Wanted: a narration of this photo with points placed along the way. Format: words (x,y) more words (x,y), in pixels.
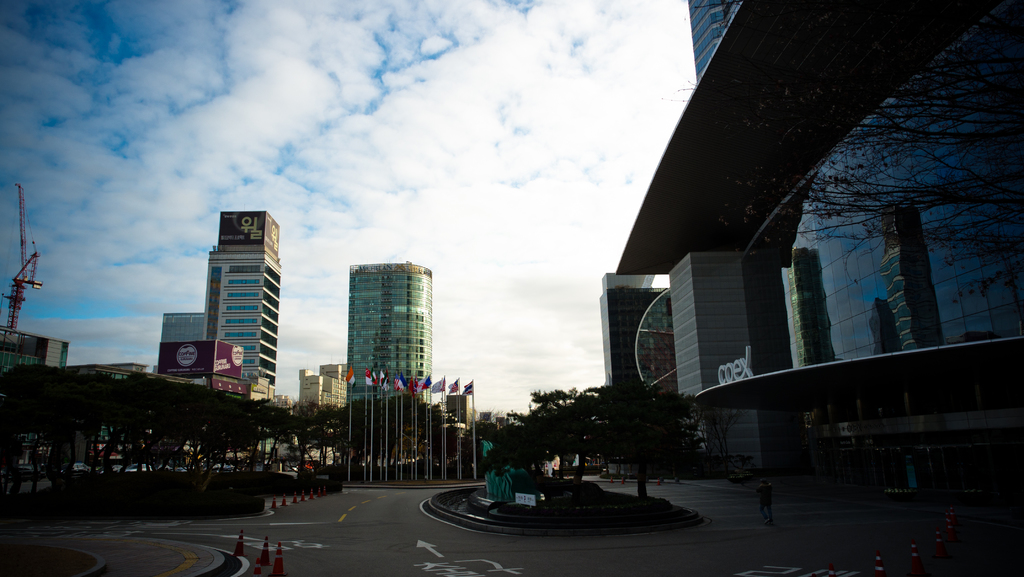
This is the picture of a city (796,462). In this image there are buildings (695,239) and in the foreground (417,438) there are flags (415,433) and trees (582,461). On the left side of the image (27,254) there is a crane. There are hoardings (237,221) on the buildings (935,451) and there is a text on the building (852,349). At the top (279,99) there is sky (363,104) and there are clouds (241,148). At the bottom (403,555) there is a road (330,515) and there is a person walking on the road (788,555).
